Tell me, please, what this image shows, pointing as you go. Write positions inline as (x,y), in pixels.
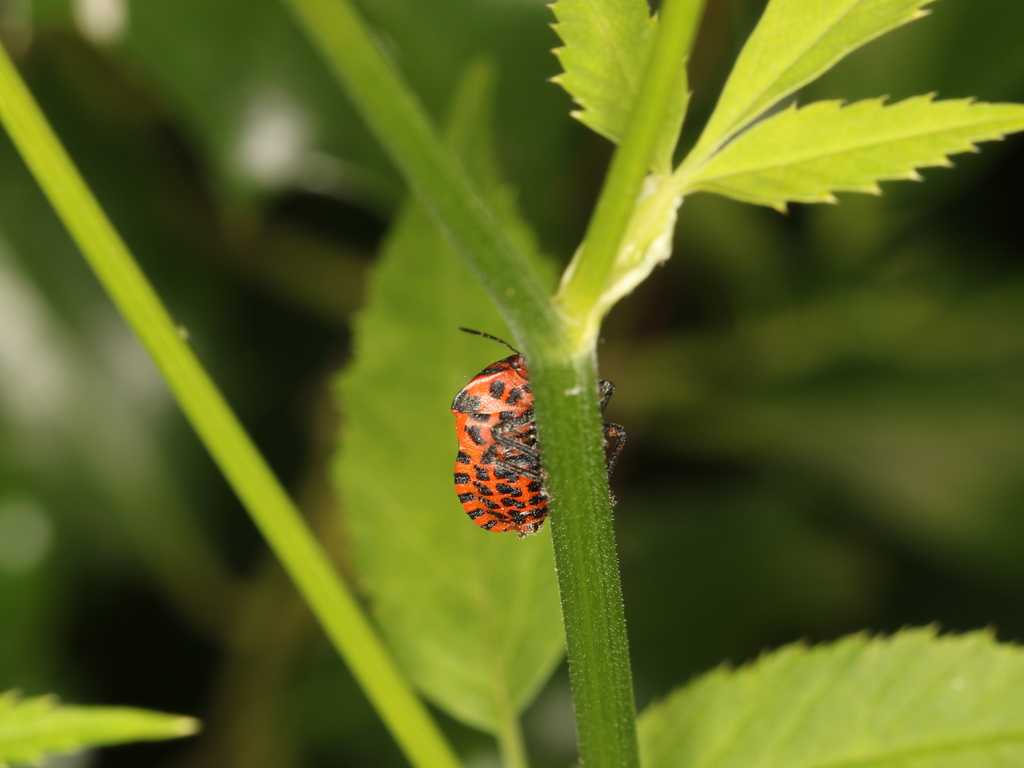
In the picture we can see a plant (413,684) with some leaves (439,648) to it and a bug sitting on the stem (578,434) which is orange in color with some black dots (523,511) on it.
